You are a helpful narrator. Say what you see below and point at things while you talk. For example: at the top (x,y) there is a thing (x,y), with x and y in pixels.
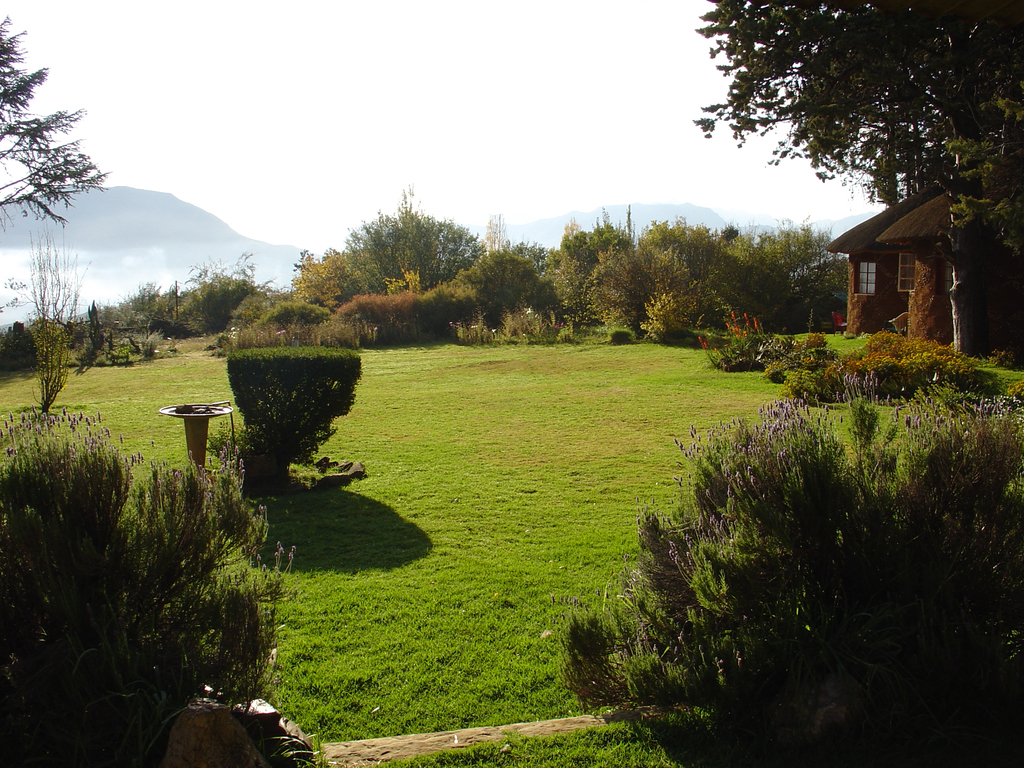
In this image there is the sky (409,99) towards the top of the image (426,85), there are mountains (612,222), there are trees (305,272), there is a house (853,268) towards the right of the image (926,264), there is a grass (533,489), there is an object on the grass (179,379), there are plants (141,560).
